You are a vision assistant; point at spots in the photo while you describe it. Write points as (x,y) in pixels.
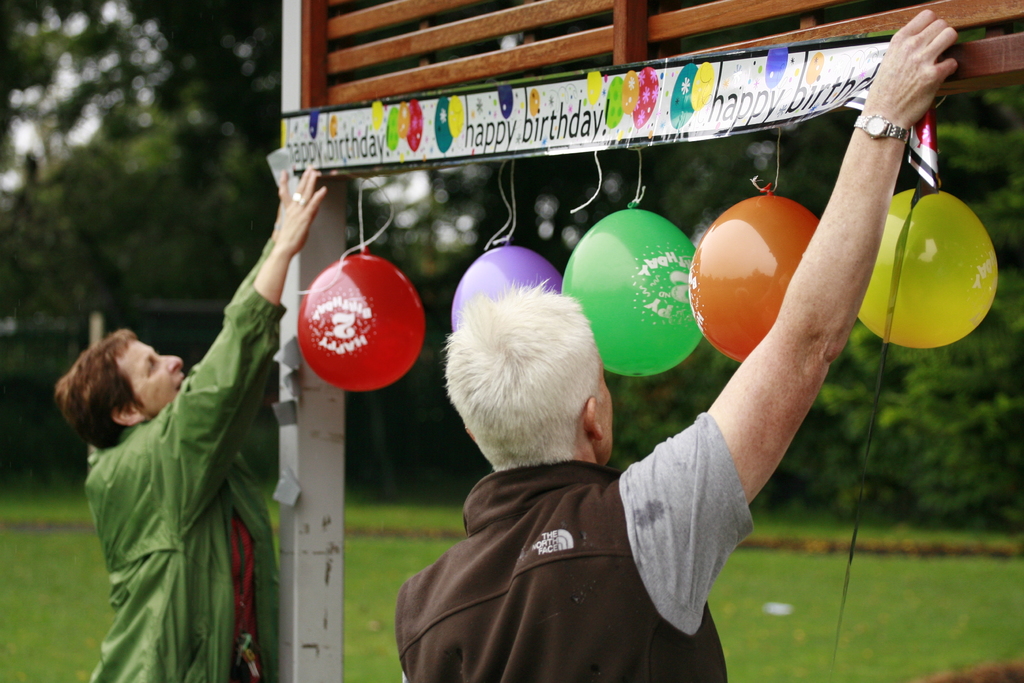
In this picture we can see two persons (173,544) are standing and pasting a sticker (567,116), on the right side (945,272) there are balloons (600,271), we can see grass (953,619) at the bottom (813,621), in the background (224,92) there are some trees (76,21).
